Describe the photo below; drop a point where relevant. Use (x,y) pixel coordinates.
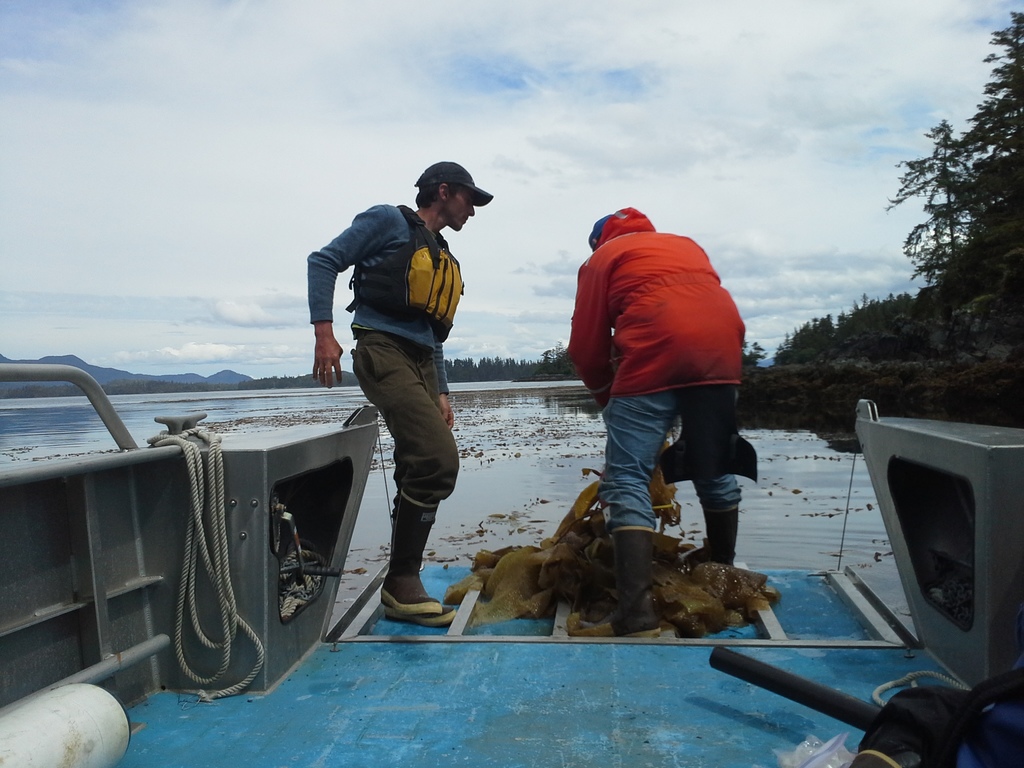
This picture shows couple of men (635,445) standing on the boat (1002,581) and they wore caps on their heads (443,210) and jackets (592,284) and we see trees (482,371) and a blue cloudy sky (374,177) and we see hills (133,377) and a rope (176,440).
